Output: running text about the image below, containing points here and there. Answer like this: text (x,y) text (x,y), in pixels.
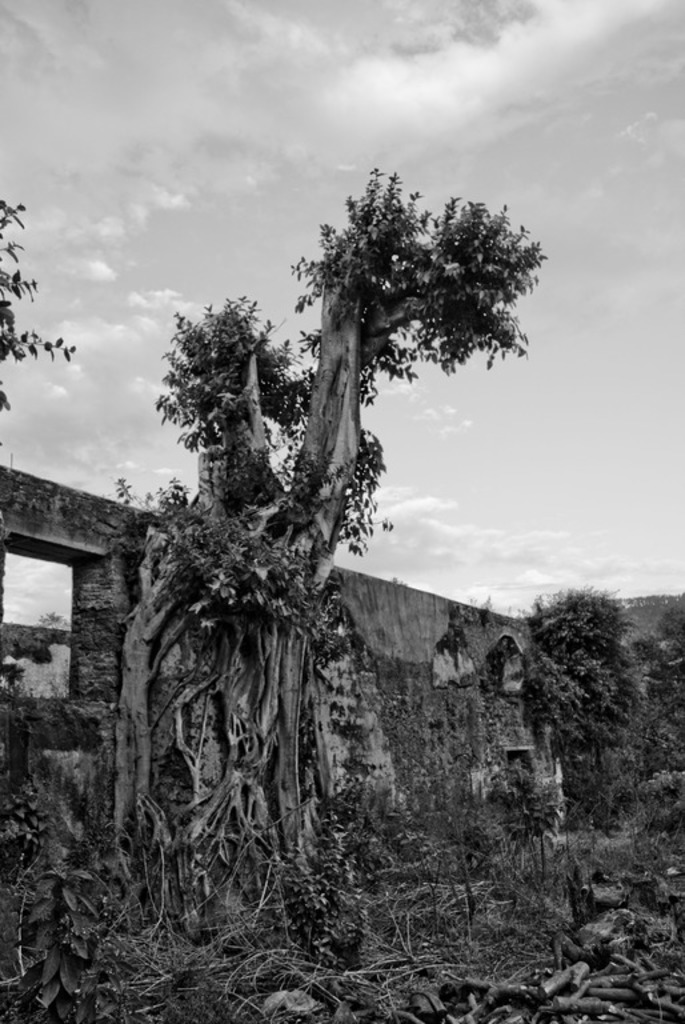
In this image we can see trees (267,761), plants (588,784), grass (140,938), there are trunks (570,1002), also we can see the wall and the sky (294,175), the picture is taken in black and white mode.
